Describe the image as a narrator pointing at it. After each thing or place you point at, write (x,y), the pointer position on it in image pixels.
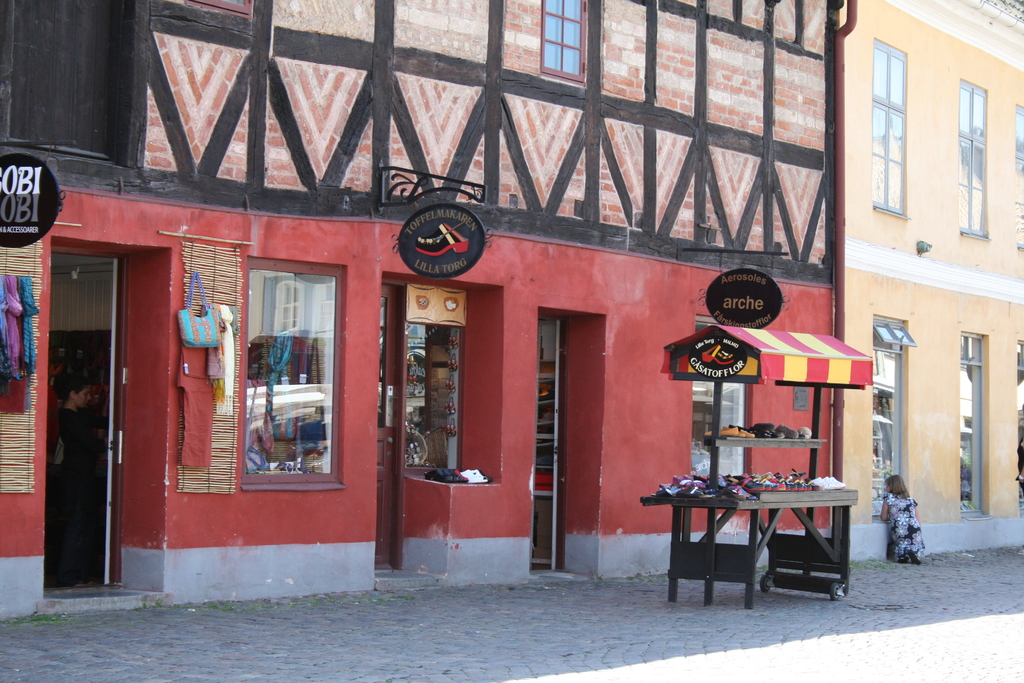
In this picture I can see there are two buildings (453,171) and there are few stores (67,359) of dresses (182,357), jewelry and shoes (754,426), there is a girl (908,528) kneeling on the right side (895,519) and she is peeking through the window (901,412). The buildings (313,455) have windows (895,425) and doors (112,403).
